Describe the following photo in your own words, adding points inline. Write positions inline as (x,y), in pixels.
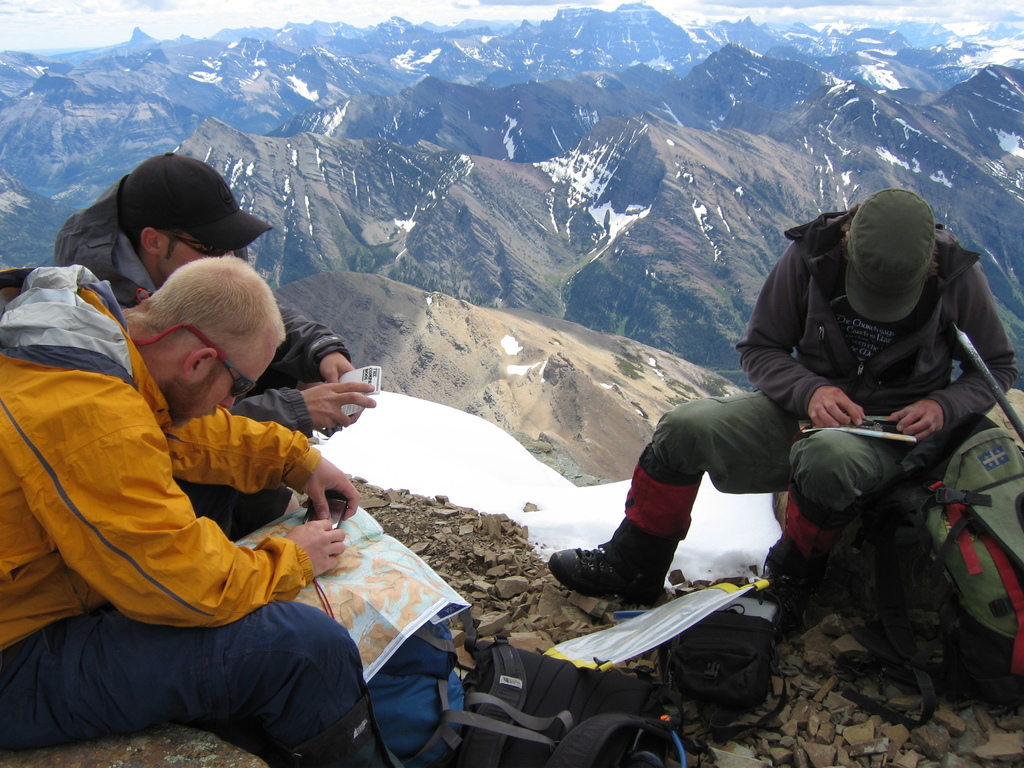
On the left side of the image (112,534) we can see two persons (137,525) are sitting on a rock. One person (99,361) wore orange color dress (197,523) and holding something in his hands (306,534). Another person (122,260) wore a black color dress (122,247) and a cap (203,223) and holding something in his hands (322,400). On the right side of the image (859,373) we can see a person (846,280) is holding something in his hands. In the middle of the image (399,303) we can see mountains (687,172) and the sky (417,17).
